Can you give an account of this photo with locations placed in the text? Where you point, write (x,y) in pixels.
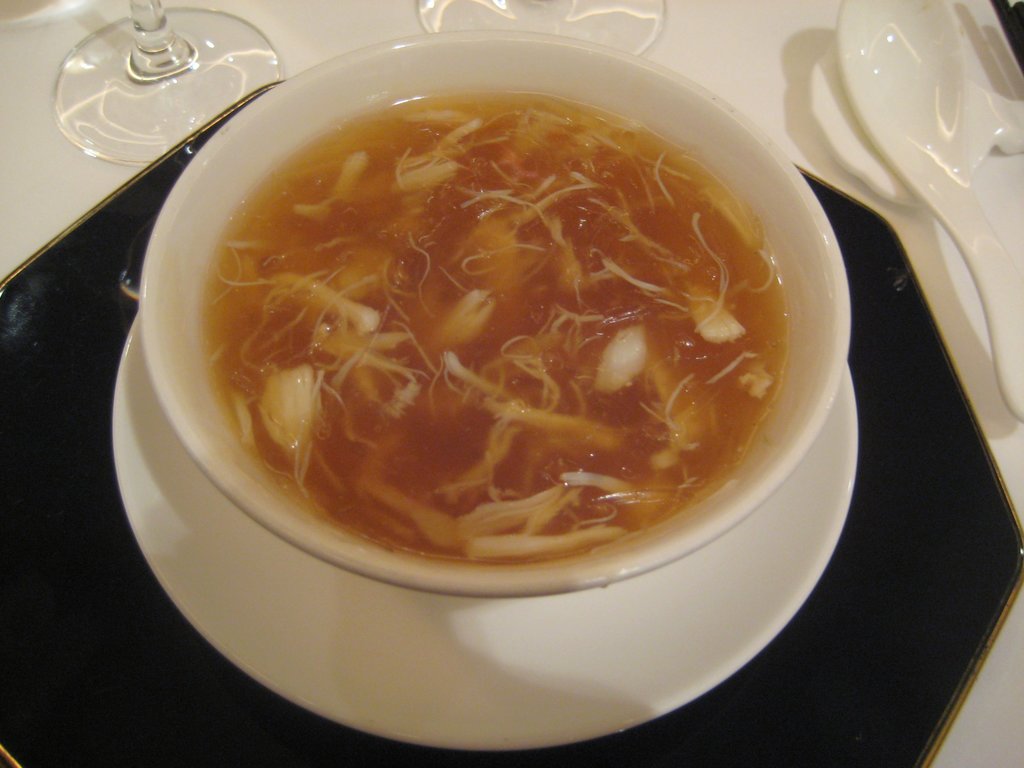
In this picture I can see a cup (420,569) of soup (470,463), some glasses (578,24), spoons (921,89) are placed on the table (260,12).
